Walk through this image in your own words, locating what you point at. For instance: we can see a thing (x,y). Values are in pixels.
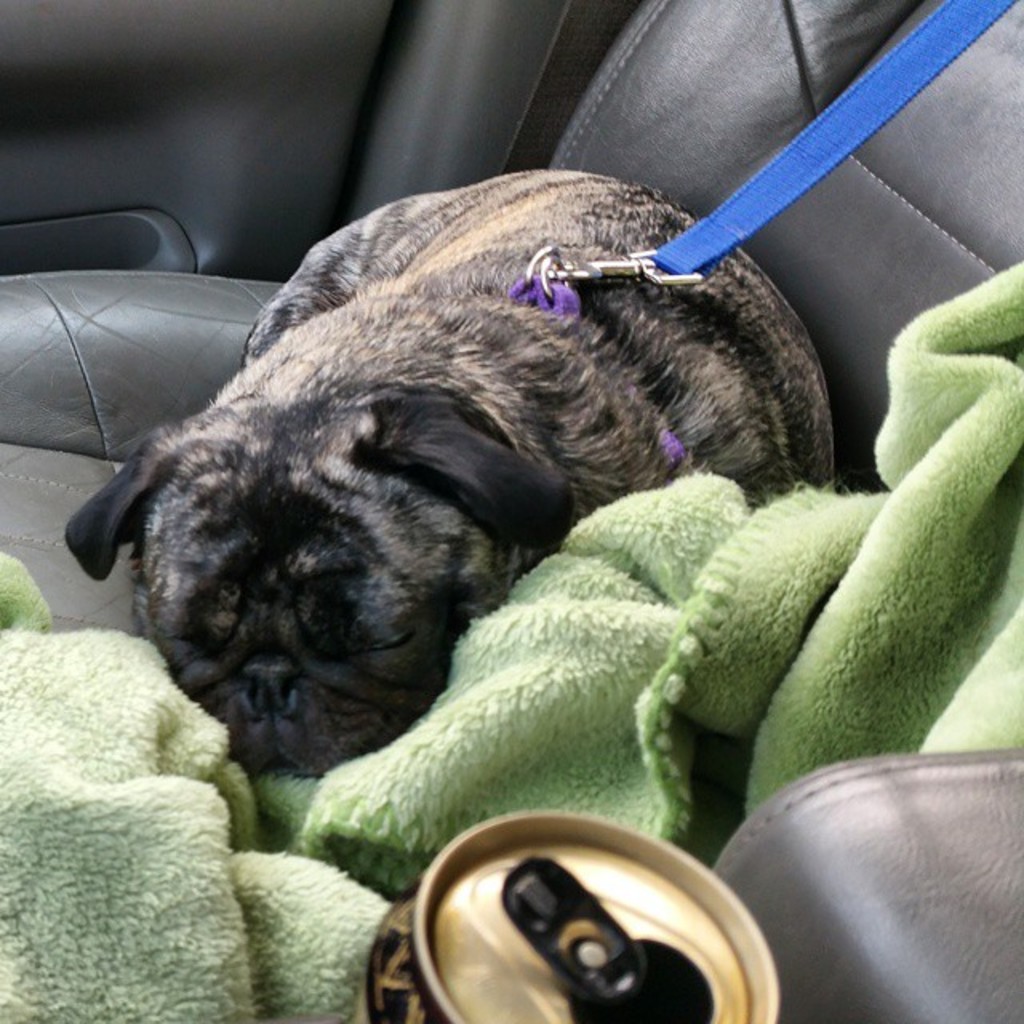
In this image we can see the inside view of the car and there is the dog (488,364) tied with leash (773,173) sleeping in the car (175,417) and there is the cloth (675,818) and a can (685,865).
